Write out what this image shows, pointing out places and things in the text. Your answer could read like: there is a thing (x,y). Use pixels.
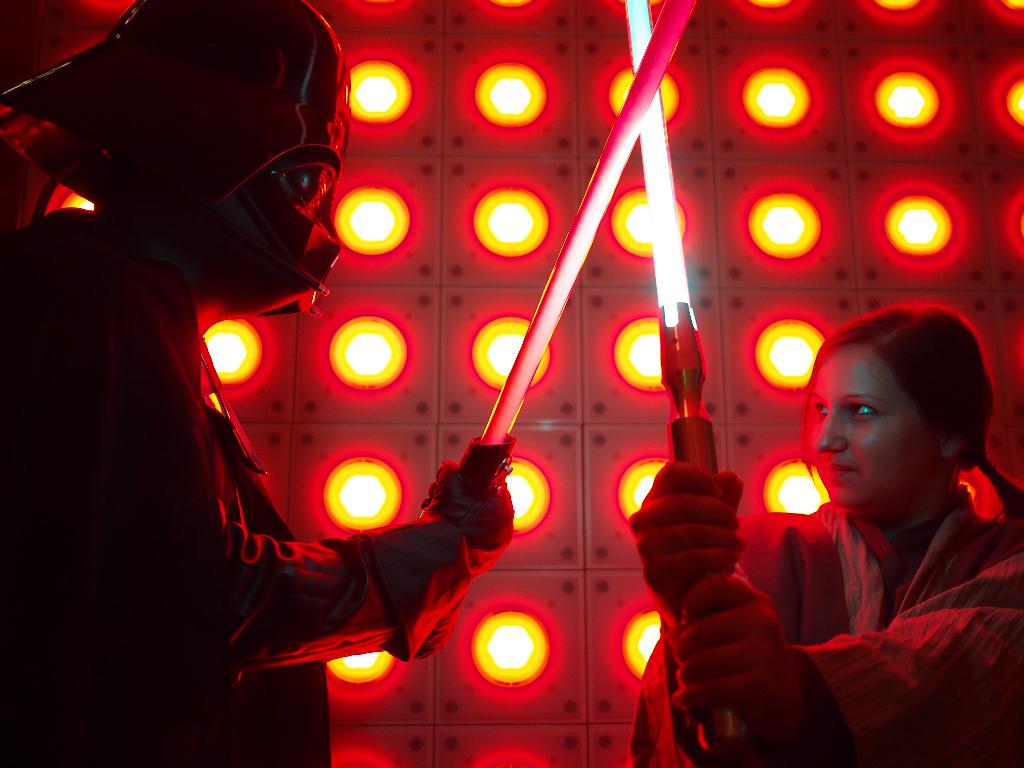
On the right side (890,531) I can see a woman (920,674) and on the left side (142,450) I can see a person (177,465) wearing jacket (175,588) and mask (296,233) to the head (199,134). Both are holding swords (549,309) in the hands (698,529) and looking at each other. In the background (869,197), I can see few lights (496,108).
